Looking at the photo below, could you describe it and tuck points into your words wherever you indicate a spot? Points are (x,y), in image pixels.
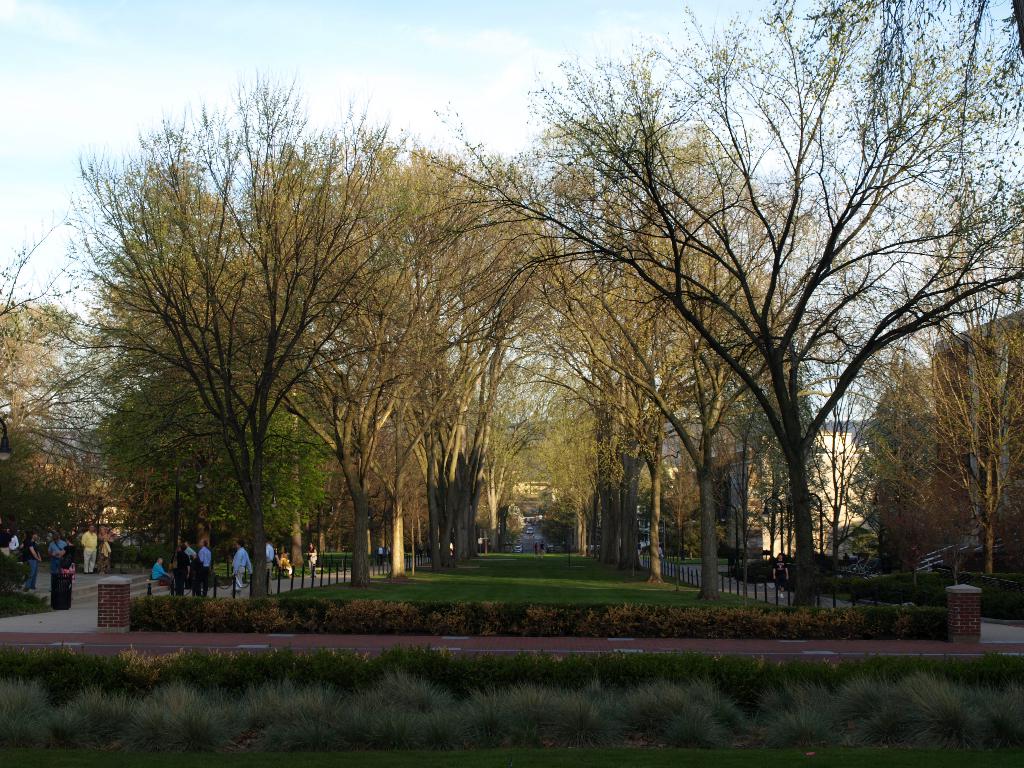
There are plants (436,675) at the bottom of this image (372,712). We can see a group of people (57,549) and trees (634,484) in the middle of this image (487,481). The cloudy sky (106,122) is at the top of this image (403,92).
